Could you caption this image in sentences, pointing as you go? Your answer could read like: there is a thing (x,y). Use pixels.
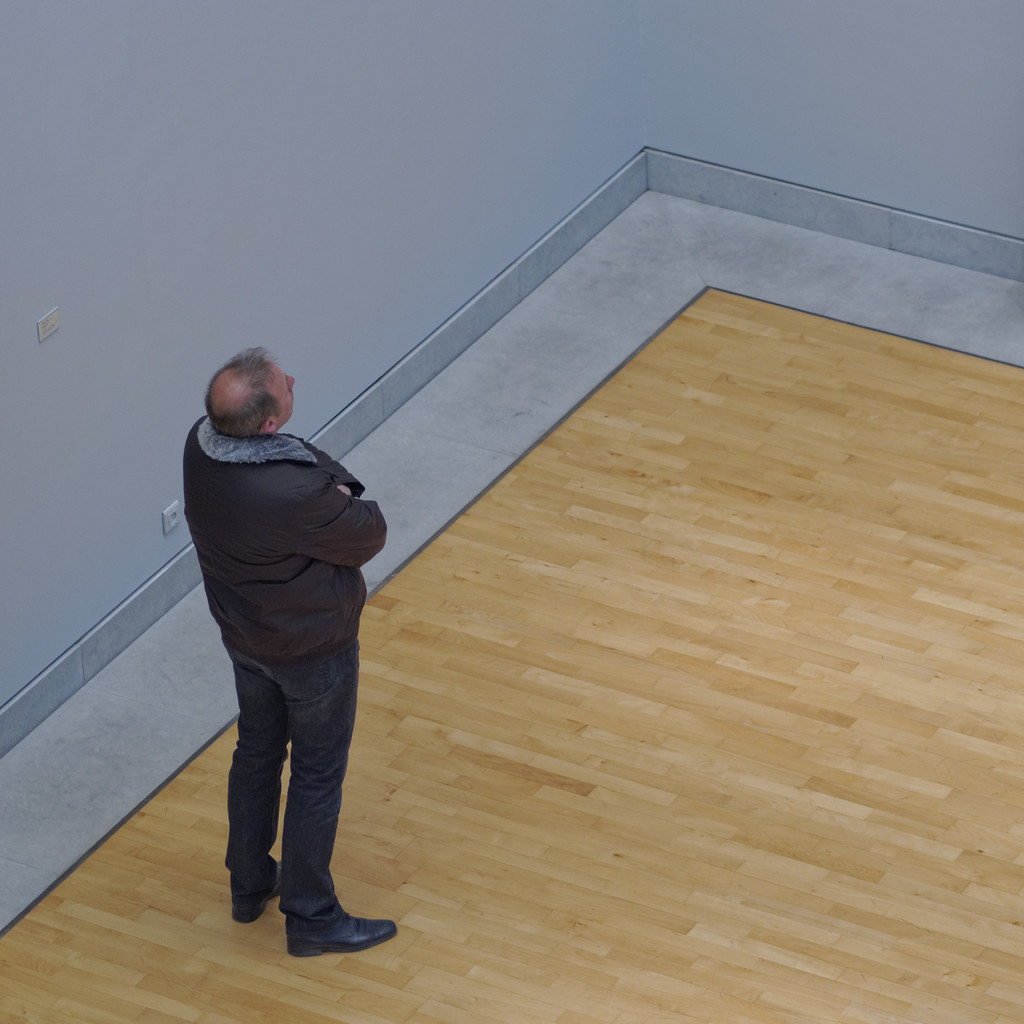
In this picture we can see a man (312,620) standing and looking at something, at the bottom (659,915) there is a wooden floor (632,879), this man (307,875) wore shoes (341,939), in the background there is a wall (305,153).
